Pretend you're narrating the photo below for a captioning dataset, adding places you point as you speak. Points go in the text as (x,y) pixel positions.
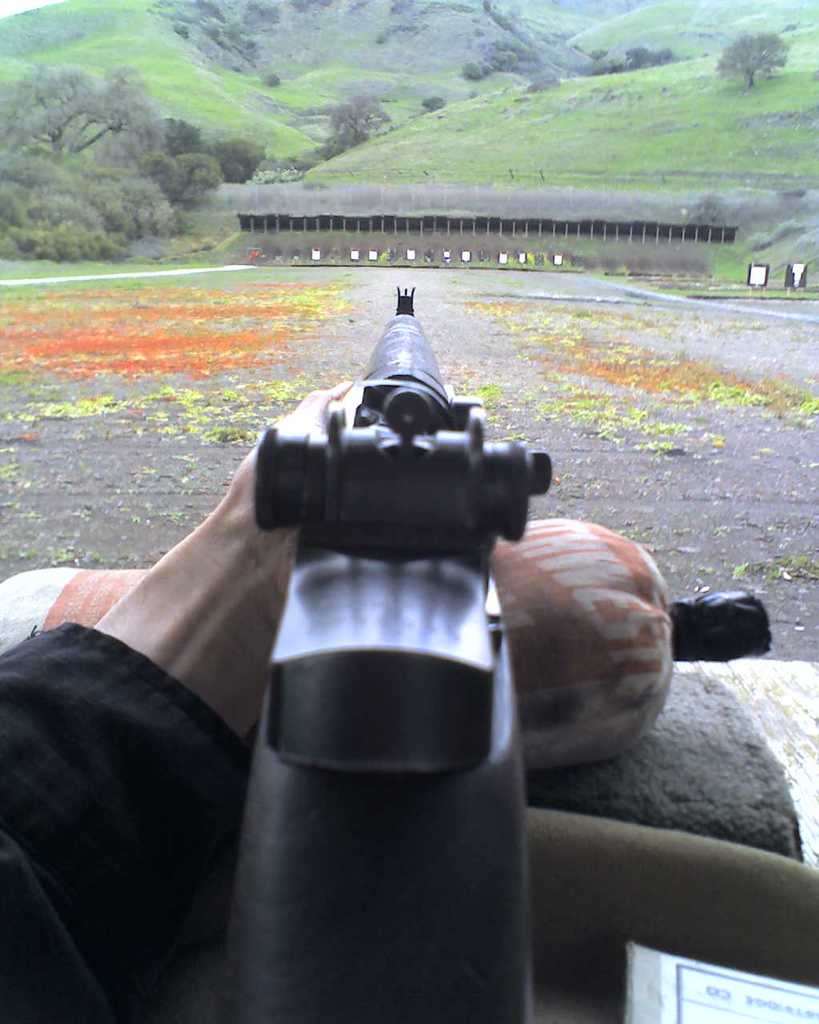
In this picture I can observe a gun (370,592) placed on the cylindrical pillow (651,630). In the background (100,210) I can observe some trees (144,131) and hills (352,61).
